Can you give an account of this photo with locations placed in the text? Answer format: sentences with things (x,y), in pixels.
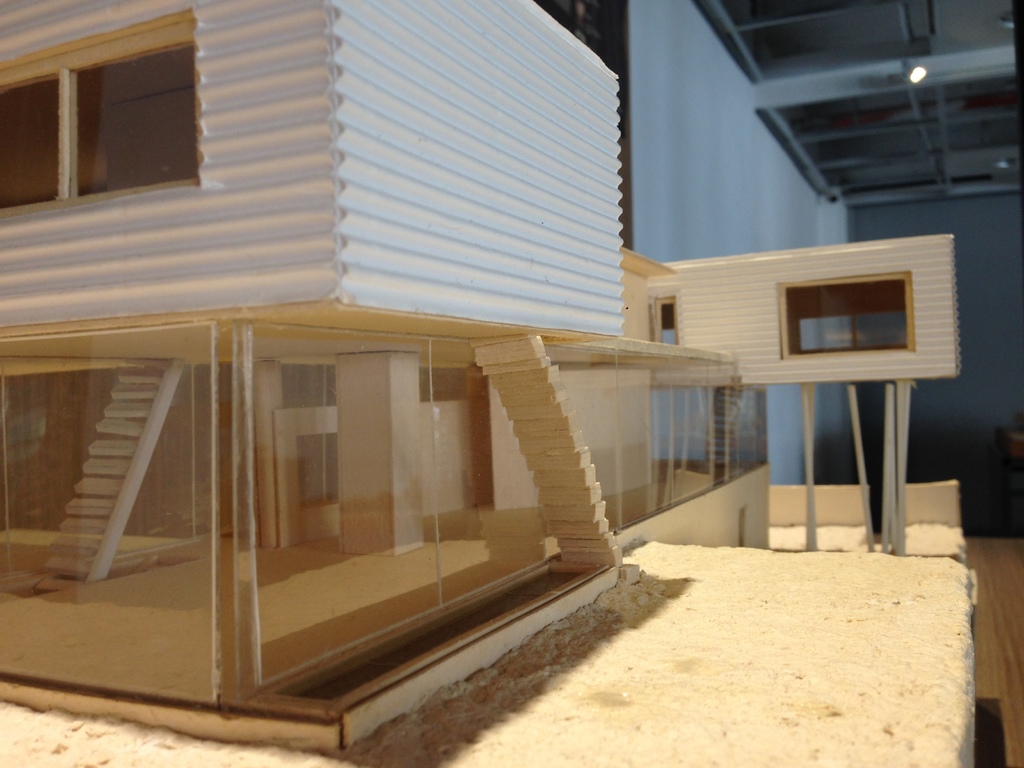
In this picture I can see the building (151,276). On the right (705,64) I can see the shed (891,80) and wall (990,266). In the top right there is a light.
